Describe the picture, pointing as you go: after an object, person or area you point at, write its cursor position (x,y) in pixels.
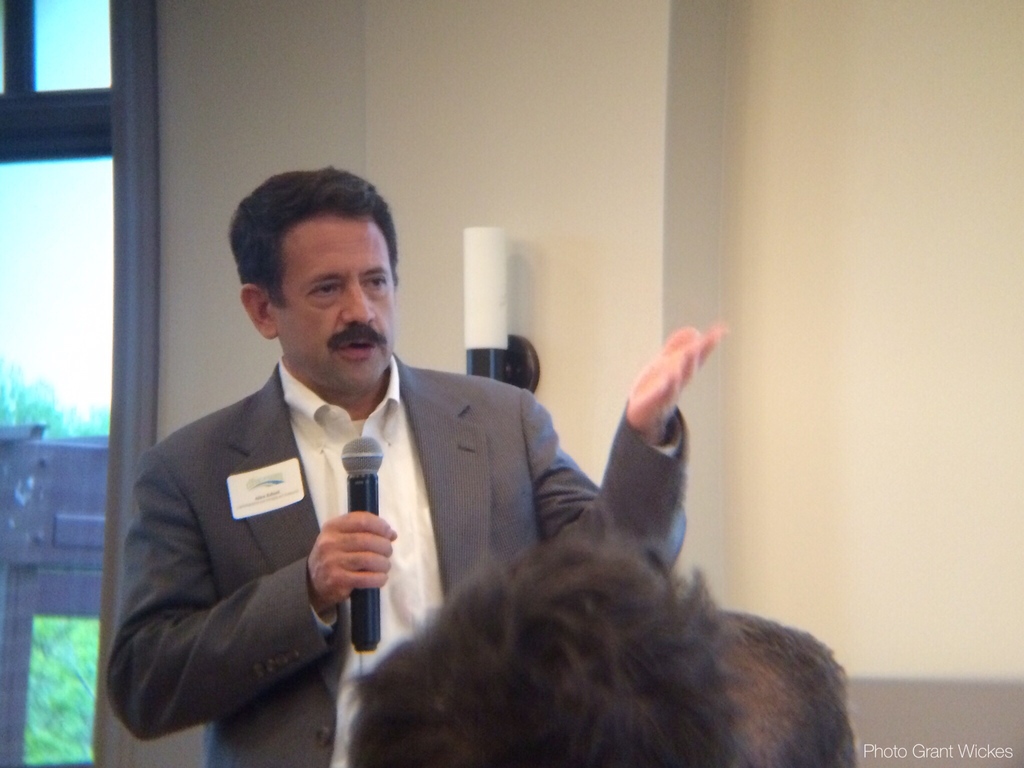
The person (252,556) wearing suit (250,568) is standing and speaking in front of a mic (371,503) and there are some other people (689,690) in front of him.
